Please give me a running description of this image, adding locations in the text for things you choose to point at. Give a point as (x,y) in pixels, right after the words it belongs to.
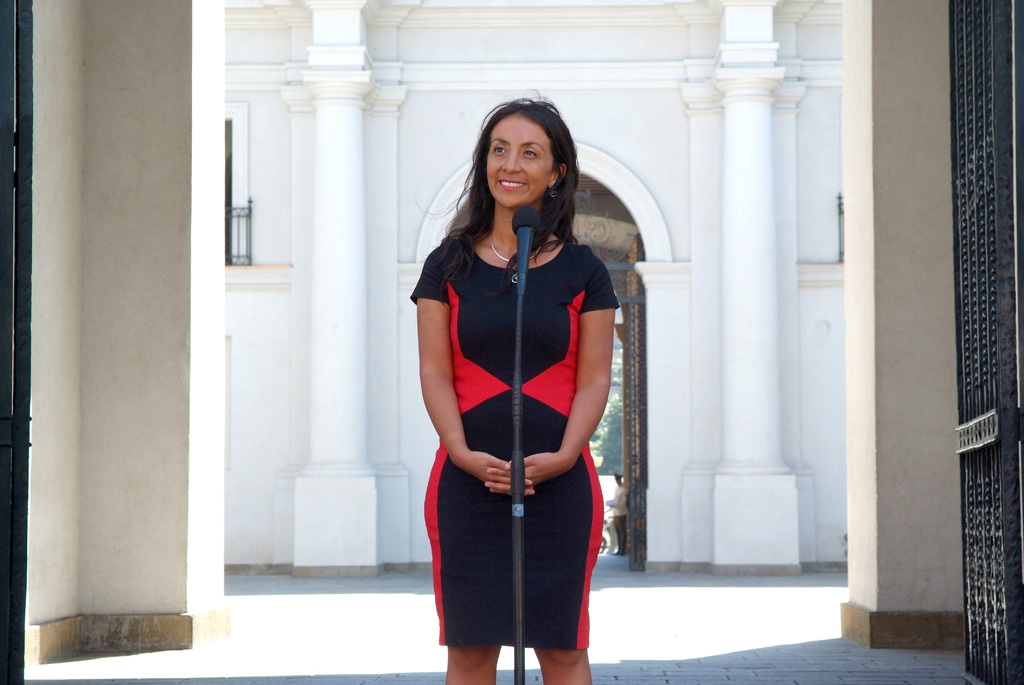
In this picture there is a woman (508,201) who is wearing black and red dress (536,548). In front of her we can see a mic (538,215). On the right (984,587) there is a big door (983,573). Here we can see a monument (417,491). Here we can see a security man (613,491) who is standing near to the door (627,412), behind him we can see a man (606,529) who is holding a bike (607,524). Here we can see trees (609,439).
